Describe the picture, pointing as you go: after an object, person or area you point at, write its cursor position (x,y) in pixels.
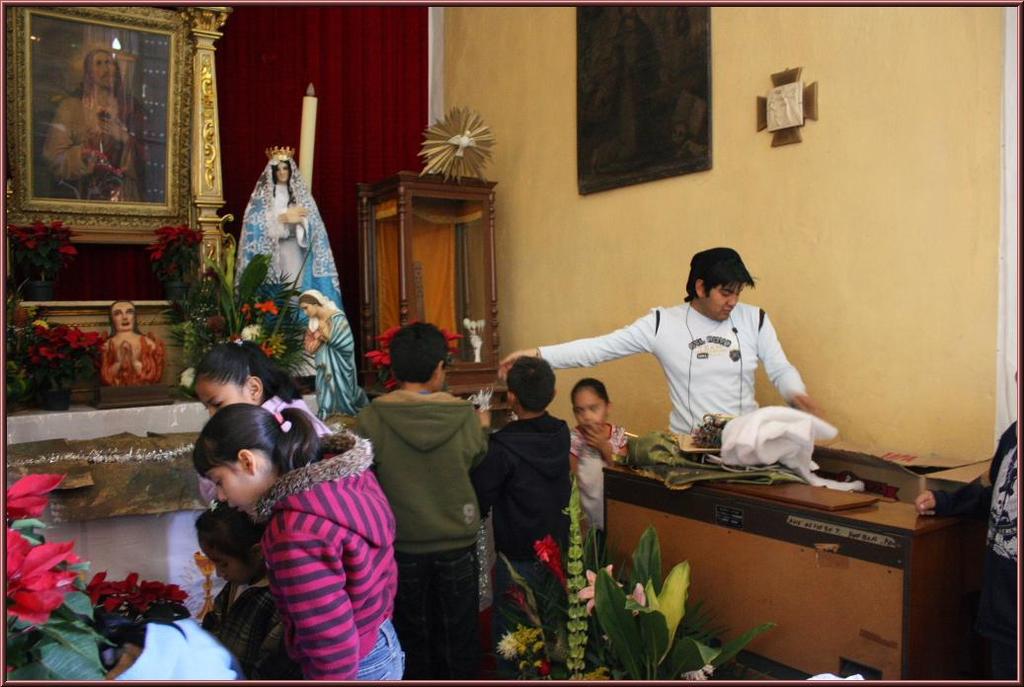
In this image there is a table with flower vases (51,386) on it, a wall (140,308) with a frame (19,38) in the left corner (125,99). There are people (412,457) and flower vase (693,634) in the foreground (485,647). There is a table (718,601) with objects (823,425) on it, a person (949,504) and wall (987,449) in the right corner (857,512). There are people (420,383), wall (525,53) with frames (596,108) and objects (458,380) in the background (476,177).
